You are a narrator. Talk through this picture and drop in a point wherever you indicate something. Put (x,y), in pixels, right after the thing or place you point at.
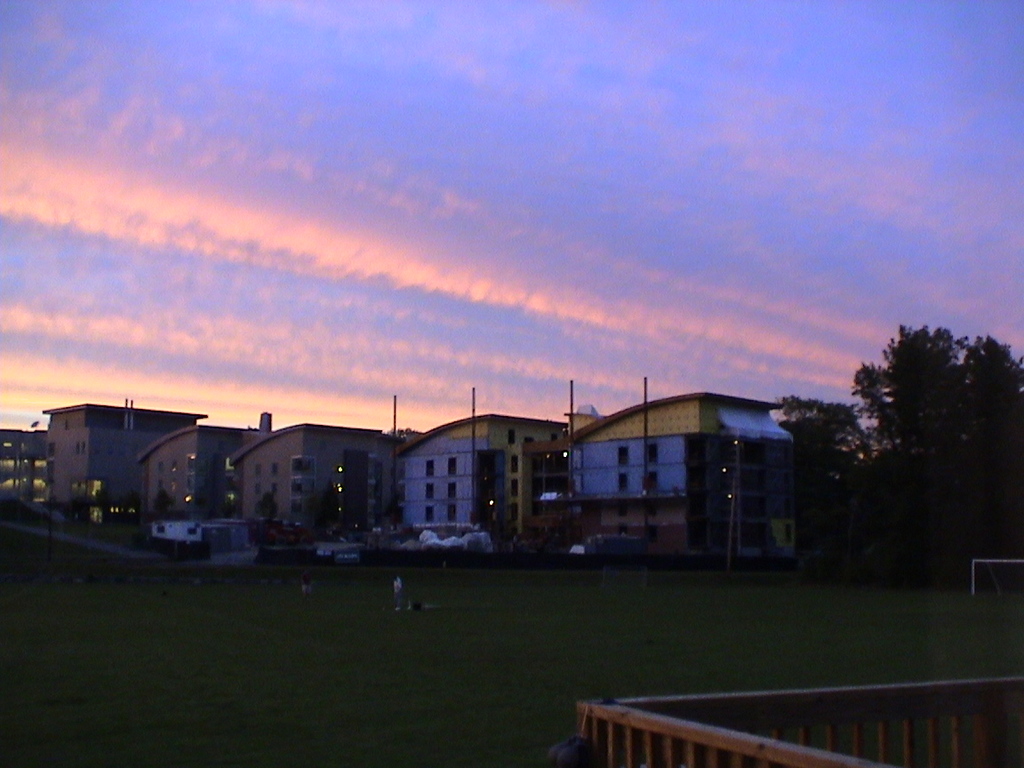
In this image I see the green grass (256,687), bushes (330,517), buildings (344,511) and poles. In the background (56,265) I see the sky (342,149) and trees (867,483).
